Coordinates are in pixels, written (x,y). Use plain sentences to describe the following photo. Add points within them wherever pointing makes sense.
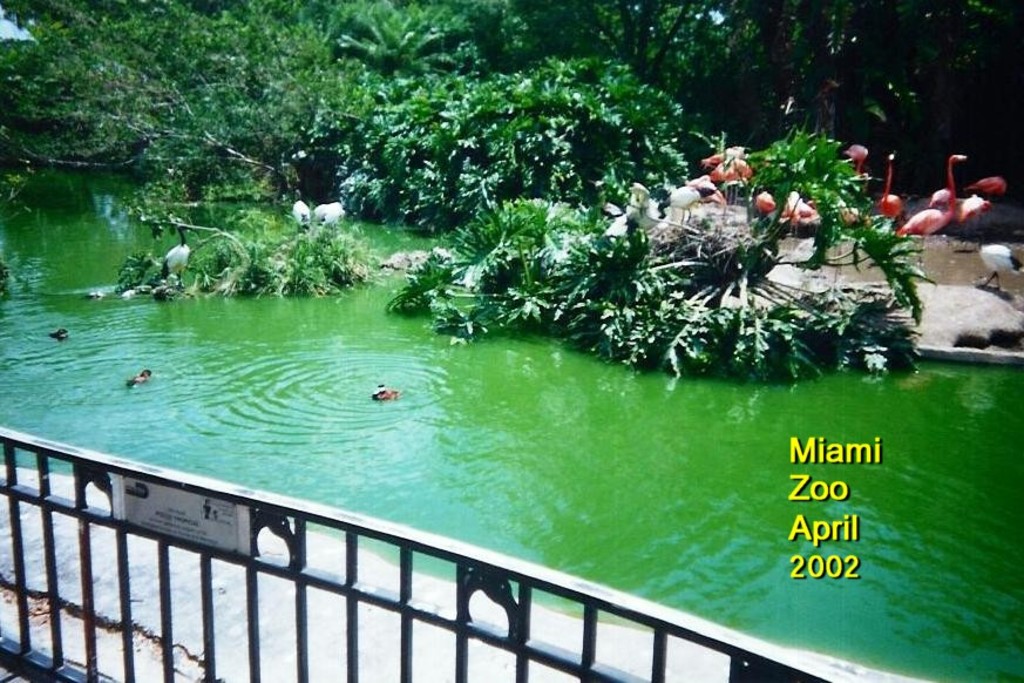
In this image there is one river (413,420) in middle of this image (440,441). There are some trees (555,64) in the background (469,161). There are some cranes (810,221) in middle of this image (624,233) and there is a text (831,449) written at right side of this image (822,531) and there is a boundary gate (458,680) at bottom of this image (65,506).
